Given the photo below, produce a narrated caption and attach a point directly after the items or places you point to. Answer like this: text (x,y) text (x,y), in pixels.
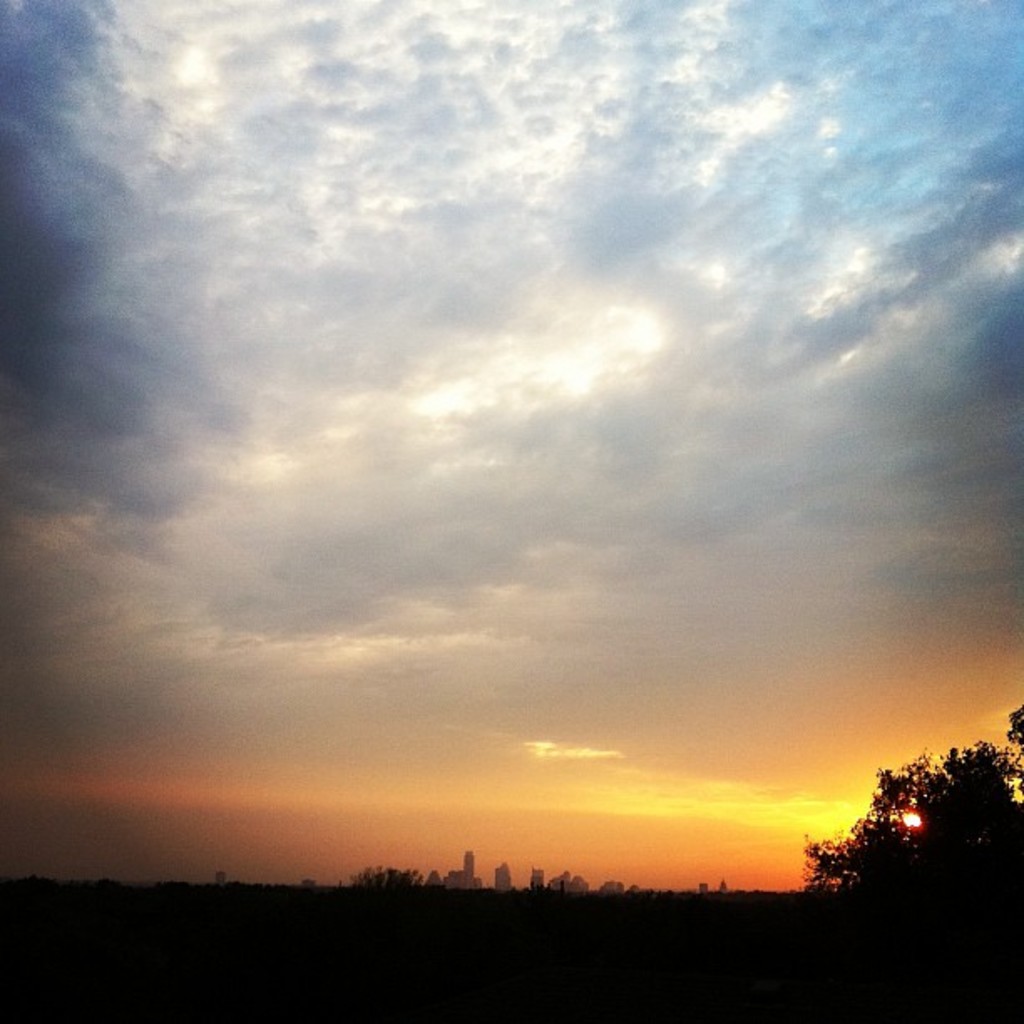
In this image there are trees (661,893), buildings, and in the background (550,750) there is sky (203,666).
